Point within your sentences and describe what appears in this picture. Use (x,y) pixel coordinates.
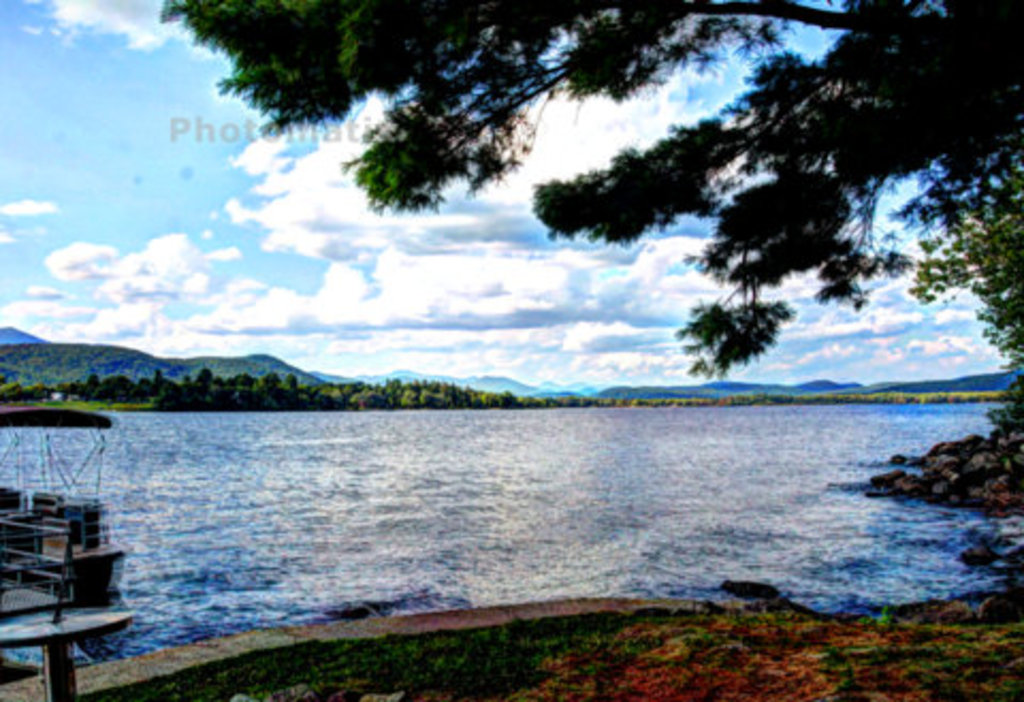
In the image there is a river (419,555) in the front (488,496) with a boat (12,489) on the left side (21,512) and tree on the right side (935,110) and in the back (124,386) there are hills (170,374) with trees (322,396) all over it and above its sky (197,187) with clouds (441,289).
